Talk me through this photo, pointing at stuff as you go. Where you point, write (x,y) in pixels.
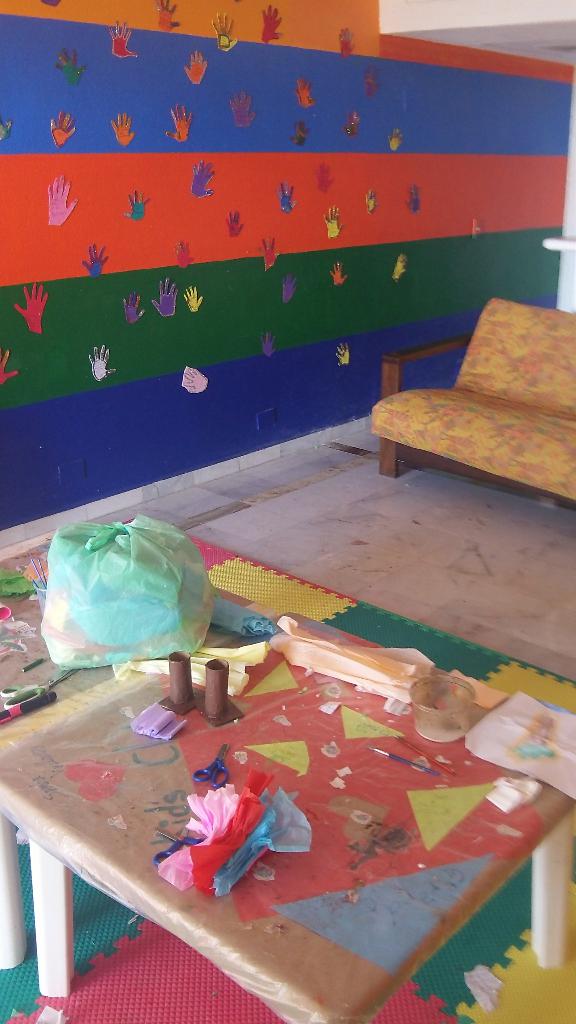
In this image I can see a couch (402,361) and table (364,929). On a table (301,897) there are paper (226,809), scissors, bowl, brushes (404,759) and a plastic cover (120,636). At the back side (246,222) there is a colorful wall (453,174). On the wall (268,195) there are hand prints (188,386) sticked on the wall (264,306).
